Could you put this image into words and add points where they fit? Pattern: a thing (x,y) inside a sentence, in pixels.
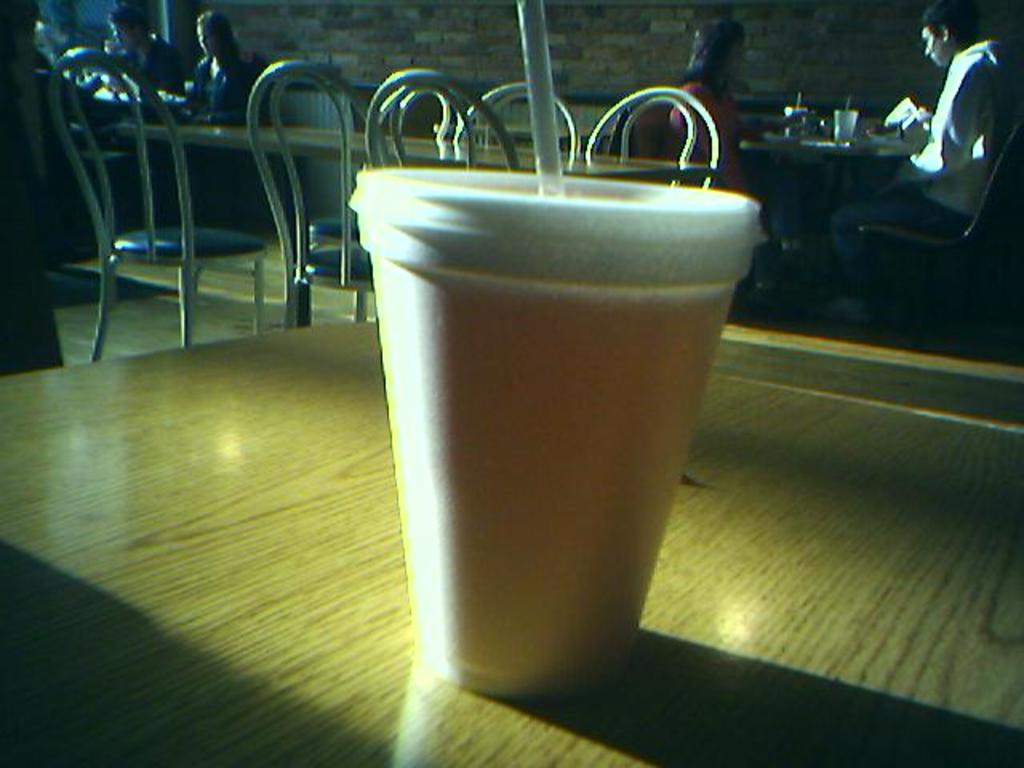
In the foreground (718,473) we can see the glass (460,393) with straw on the wooden table (588,698). In the background (981,165), we can see four persons (921,184) sitting on the chairs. Here we can see the wooden tables (375,362) and chairs (377,154) on the floor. In the background (505,64), we can see the brick wall (277,37).
